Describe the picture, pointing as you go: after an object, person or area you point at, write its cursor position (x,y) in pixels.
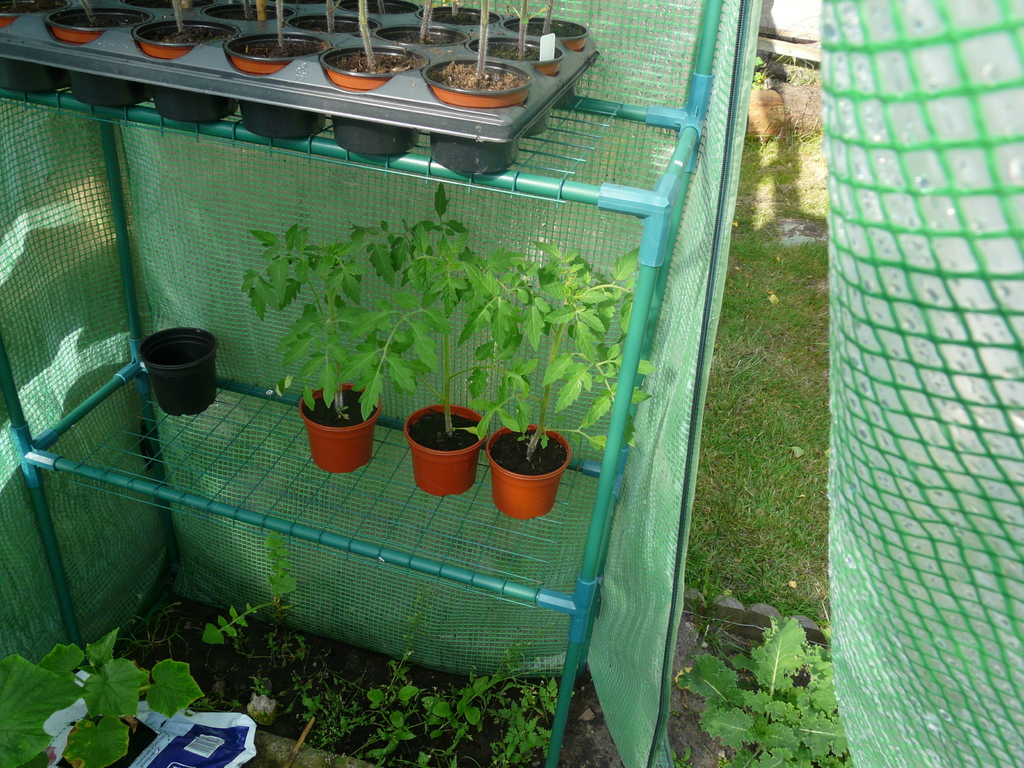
In this image I can see plant pots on a green color shelf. I can also see plants (708,679), the grass (821,613) and other objects (832,430).
